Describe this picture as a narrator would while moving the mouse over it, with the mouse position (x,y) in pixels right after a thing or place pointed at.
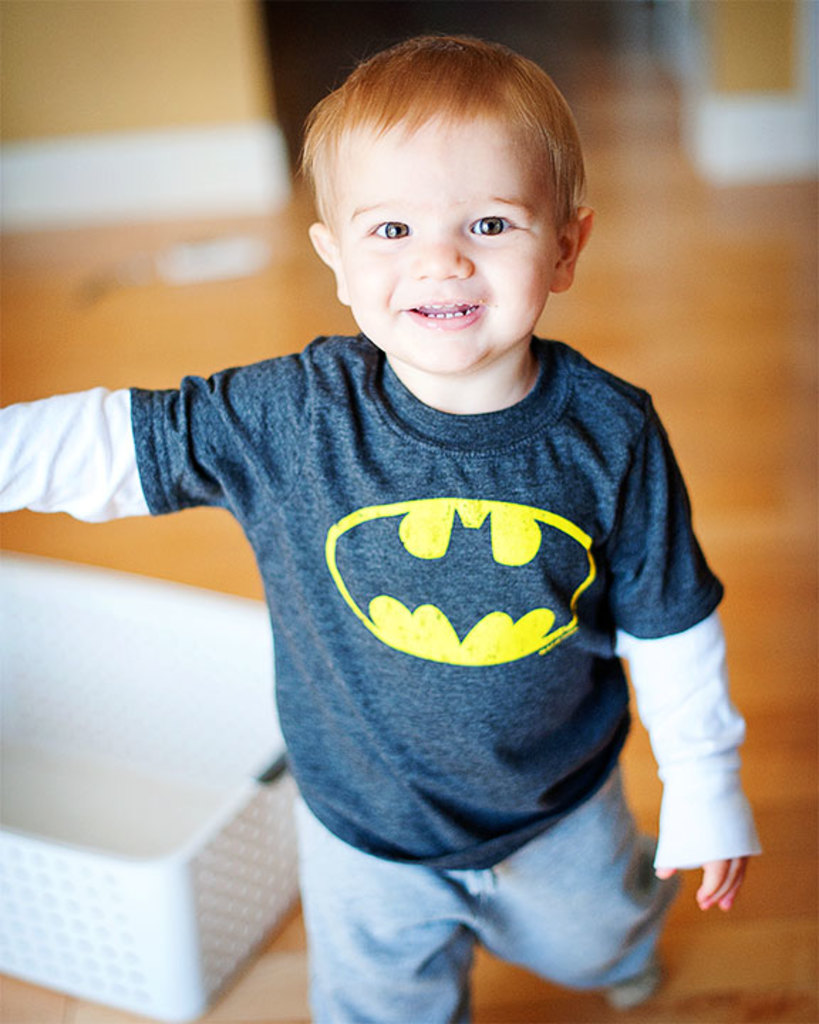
In this picture I can see a boy (440,539) is standing on the floor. The boy (401,645) is wearing a t shirt (424,715) and pant (403,880). Here I can see white color basket (137,807).
